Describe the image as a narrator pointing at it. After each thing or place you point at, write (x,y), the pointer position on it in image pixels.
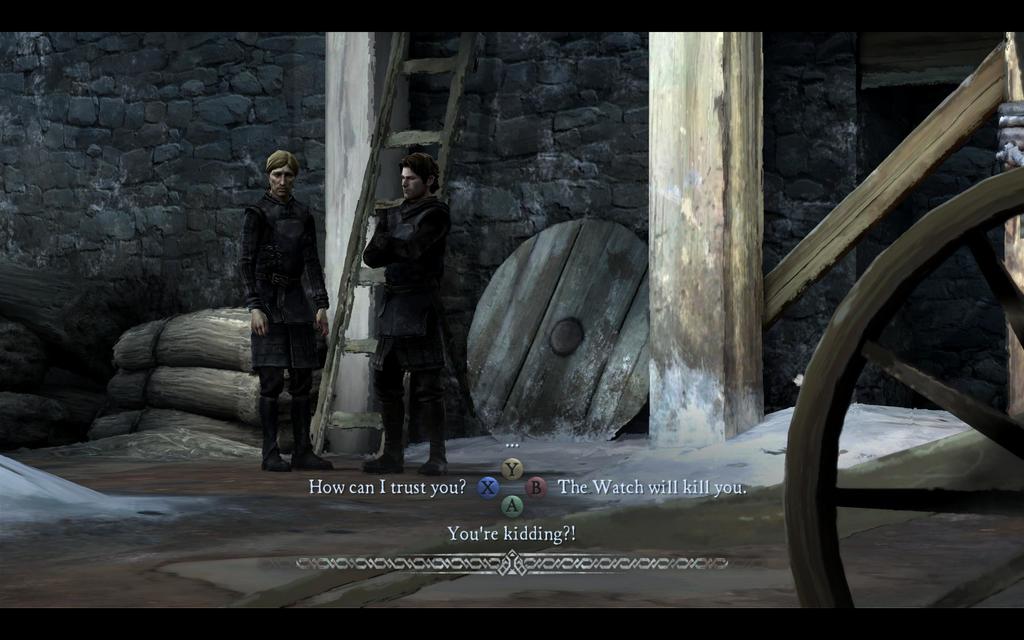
This is an animated image, there are two persons (305,285) standing, there is a ladder (466,63) truncated towards the top of the image (471,45), there is the wall (431,118) truncated towards the top of the image (612,97), there is the wall (65,120) truncated towards the left of the image (73,95), there are pillars (370,81) truncated towards the top of the image (679,119), there are objects (587,403) on the ground (644,446), there is a wheel (884,275) truncated towards the right of the image (882,290), there is an object (17,350) truncated towards the left of the image (29,364), there is an object (1019,164) truncated towards the right of the image (1011,101).
